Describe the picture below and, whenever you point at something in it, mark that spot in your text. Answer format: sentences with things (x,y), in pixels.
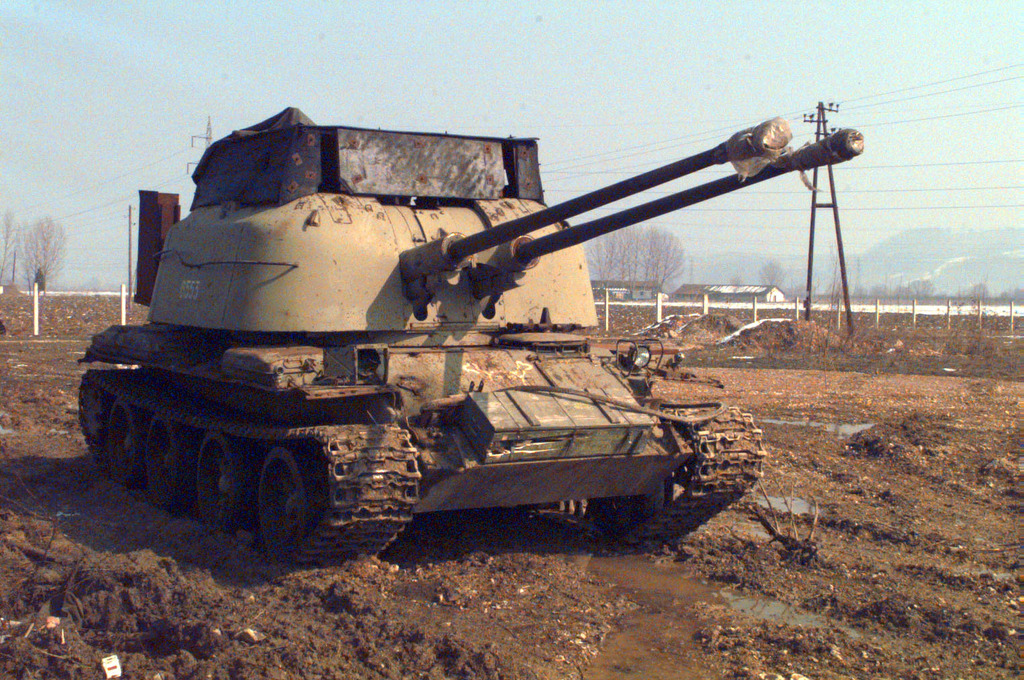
In this picture we can see a vehicle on the ground (759,547) and in the background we can see houses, trees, poles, sky (1015,108).
